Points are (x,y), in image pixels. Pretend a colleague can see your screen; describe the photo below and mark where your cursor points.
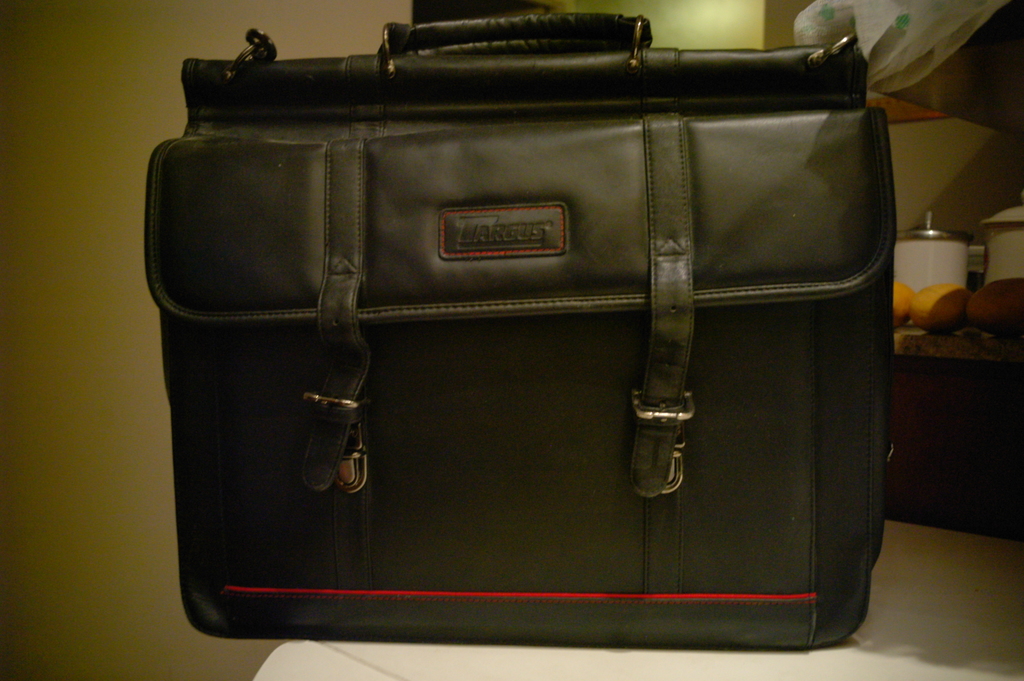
In this image, there is a handbag (790,146) which is kept on the table (616,653). The wall (106,77) is light yellow in color. In the background (897,336), there is a desk (955,393) on which fruits (939,301) are kept. This image is taken inside a room (142,321).
